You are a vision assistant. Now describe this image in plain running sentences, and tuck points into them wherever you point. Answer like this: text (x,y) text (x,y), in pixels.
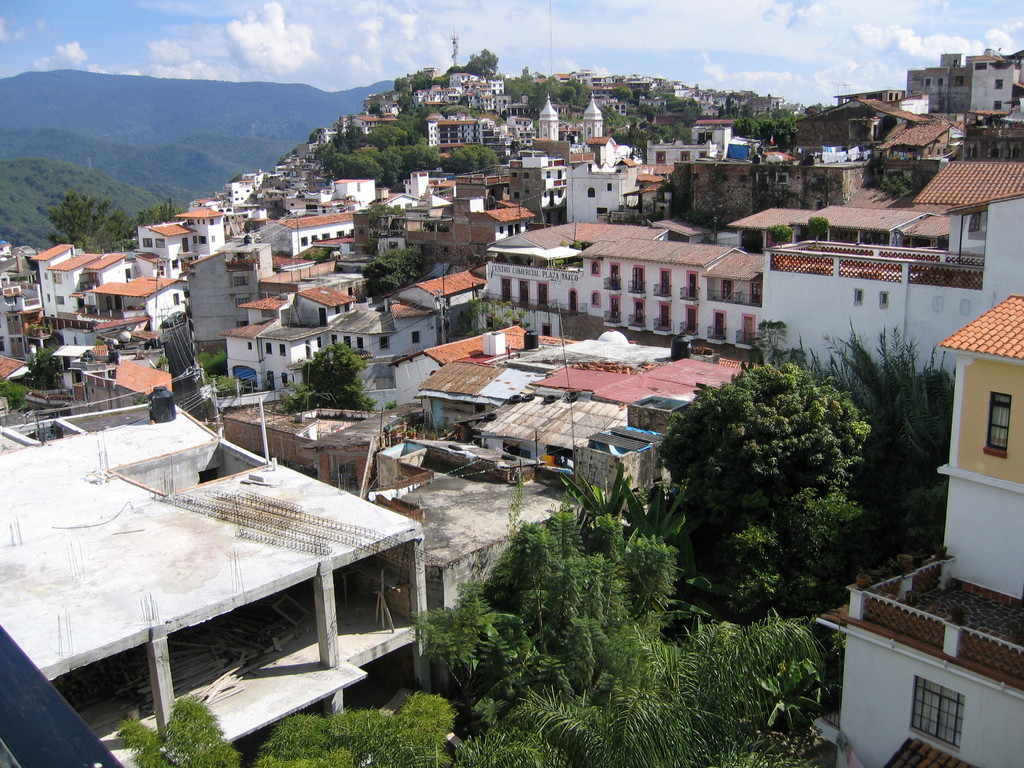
This is an aerial view of an image where we can see trees (620,547), houses (102,258), hills (74,191) and the blue color sky (580,37) with clouds (843,43) in the background (842,28).
